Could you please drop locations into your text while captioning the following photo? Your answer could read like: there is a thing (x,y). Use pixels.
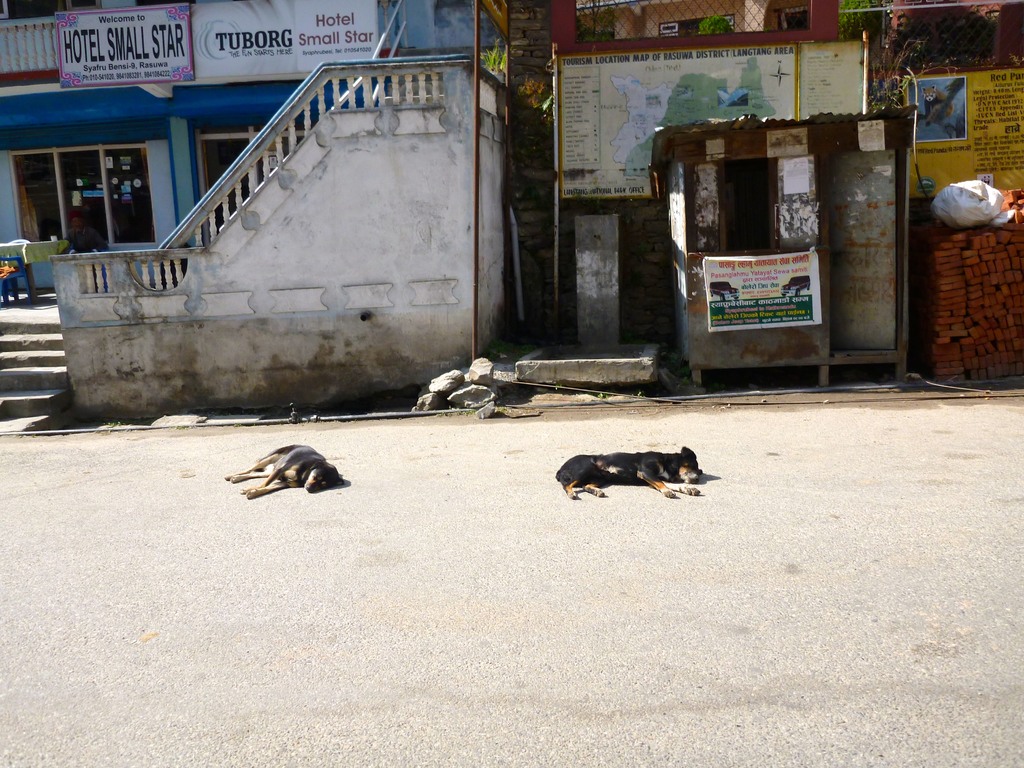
In this picture we can see couple of dogs (615,463) are laying on the road (632,524), beside to the dogs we can find few houses (329,122), hoardings (302,56), bricks (951,260) and fence (666,14).
